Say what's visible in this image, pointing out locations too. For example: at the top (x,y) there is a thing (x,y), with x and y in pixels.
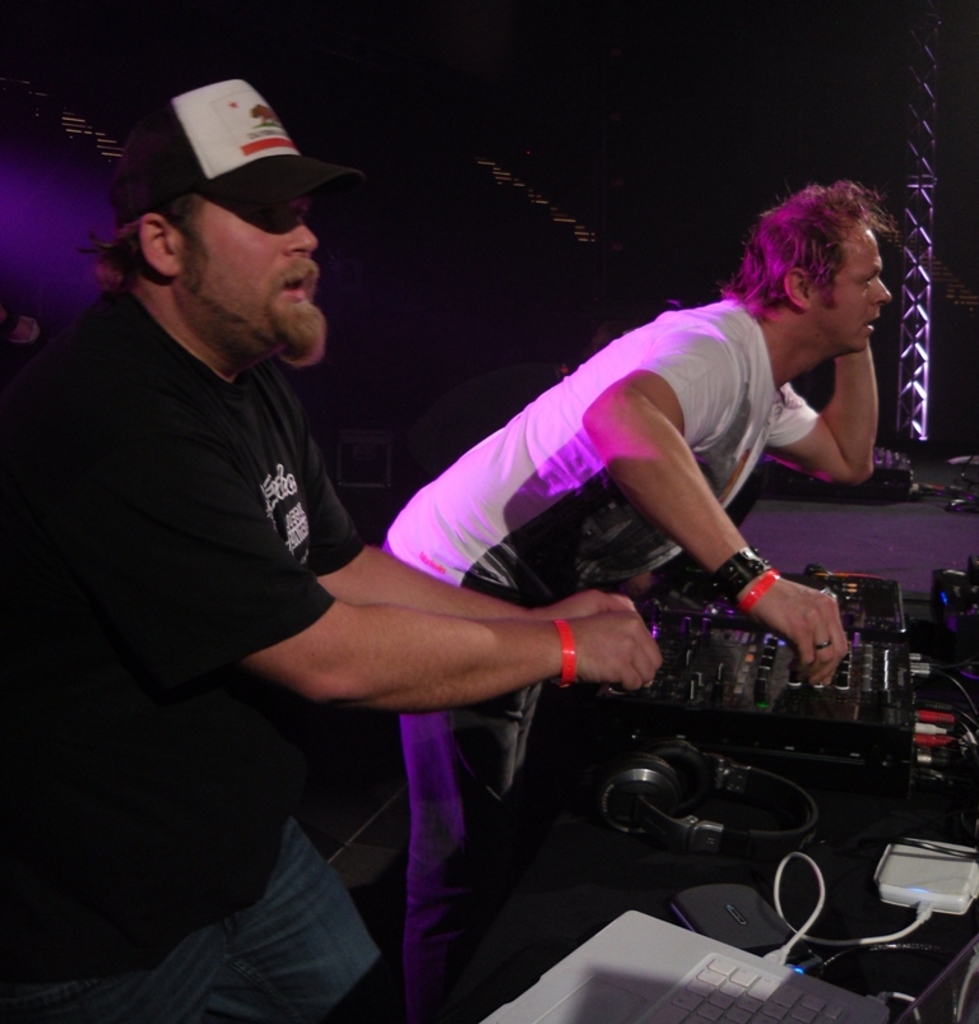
In this picture we can see two men (199,546) standing, headsets (654,756), laptop (663,1018), wires (777,955) and in the background (776,500) it is dark.
